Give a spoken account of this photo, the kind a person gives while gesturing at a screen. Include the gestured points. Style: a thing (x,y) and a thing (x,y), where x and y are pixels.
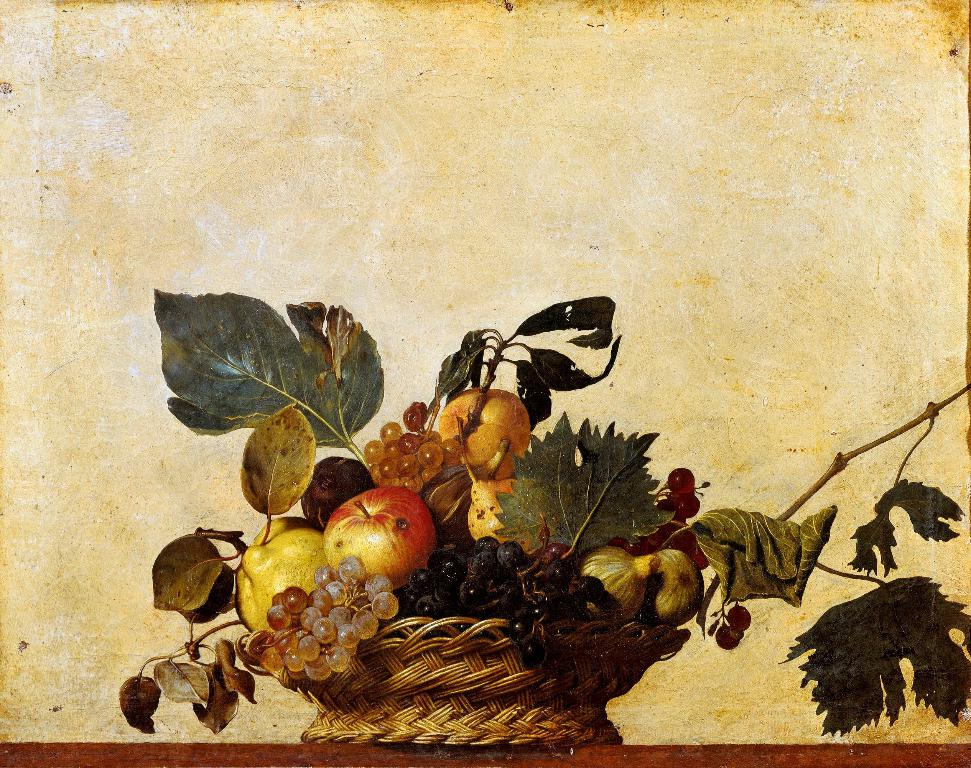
Here we can see a painting (703,448), in this painting (670,534) we can see a basket (563,647), fruits (479,524) and some leaves (617,497).
